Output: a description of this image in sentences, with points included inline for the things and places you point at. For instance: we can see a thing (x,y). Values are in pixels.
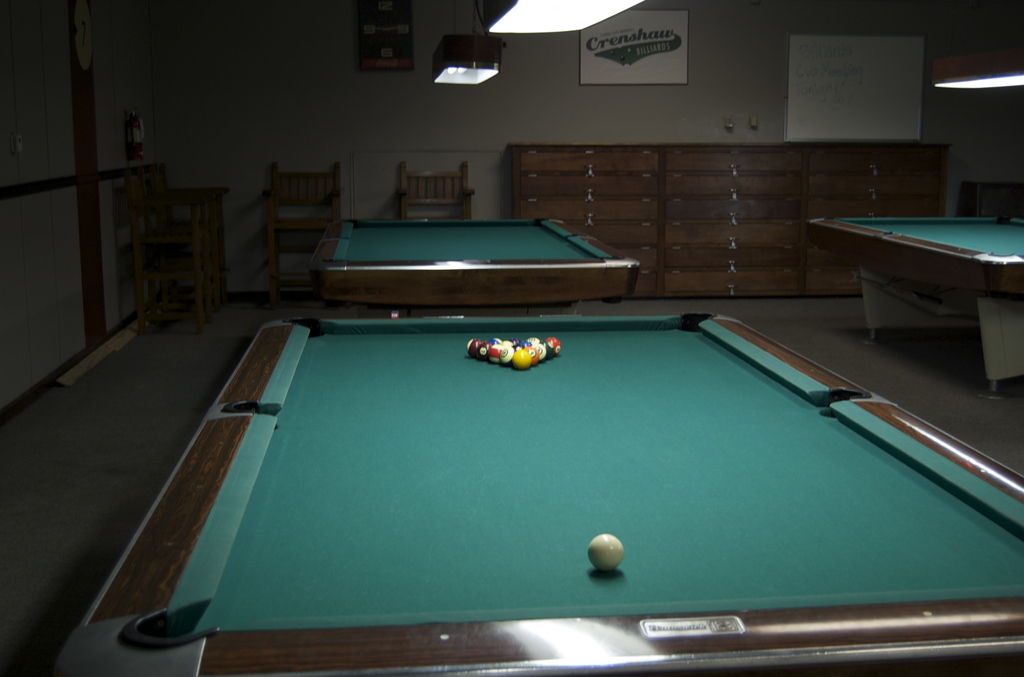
In this image I can see a snooker board (639,348). On the board (639,348) there are balls (554,351). There are three snooker board (462,283). At the back side (281,189) there is wooden chair (339,193). There is a cupboard (830,194). The frames (830,85) are attached to the wall (524,70). On the top (483,42) there are lights (500,46).
